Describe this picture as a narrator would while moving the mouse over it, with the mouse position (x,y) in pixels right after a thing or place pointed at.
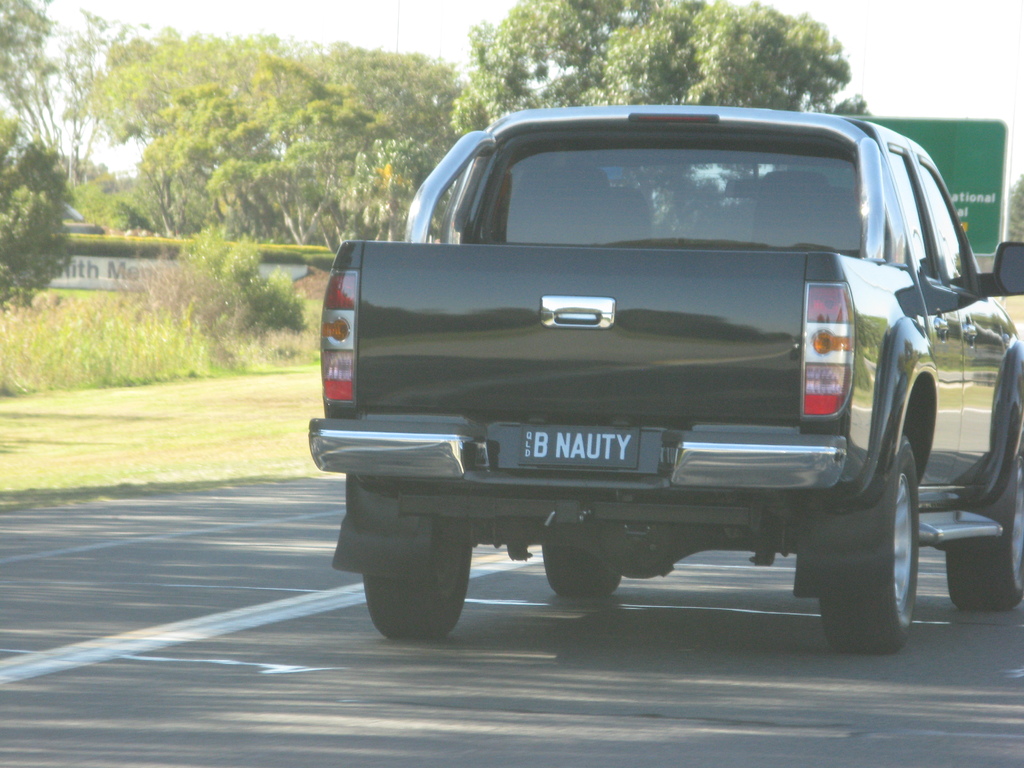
In the picture we can see a car (1022,528) on the road (953,690) which is black in color, just beside it we can see some grass (90,479) to the path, plants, trees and sky (863,31).
